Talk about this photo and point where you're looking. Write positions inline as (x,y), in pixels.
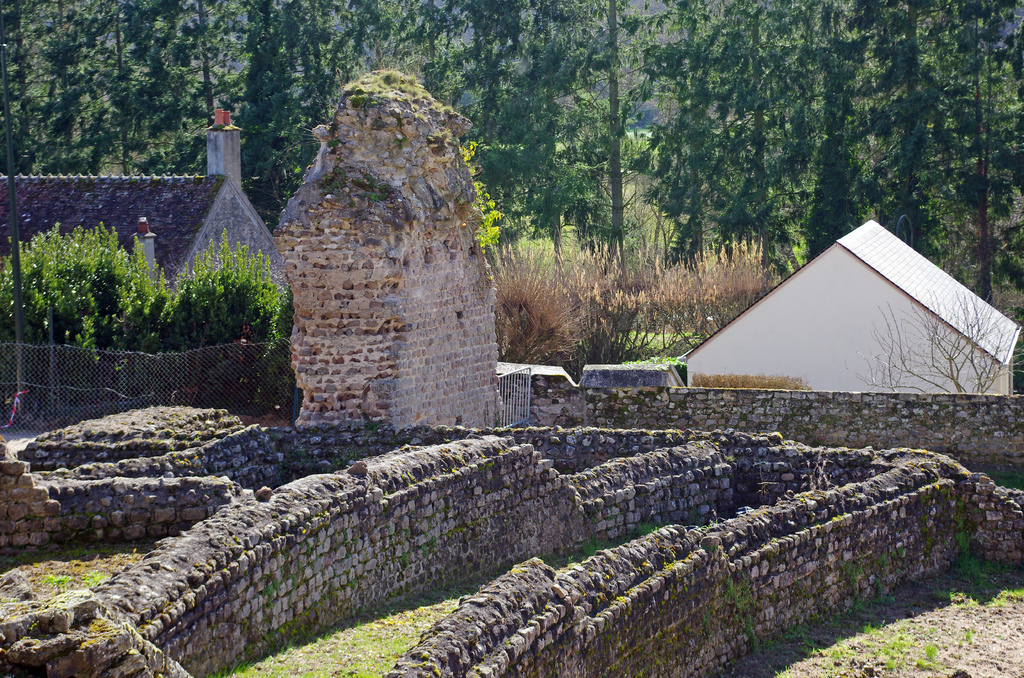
In this image I can see the wall (32,446) and houses (820,303) and grass (502,296), fence (163,367) and trees (510,57) visible.
